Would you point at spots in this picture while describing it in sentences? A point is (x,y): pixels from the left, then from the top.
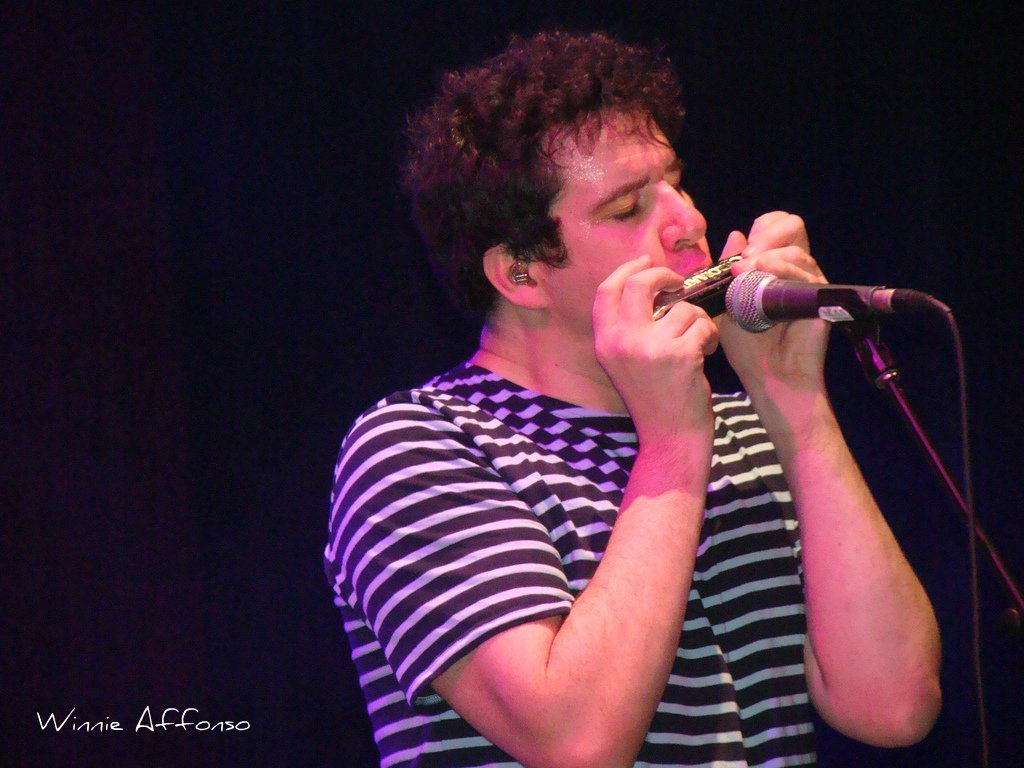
There is a person (572,452) playing mouth organ (674,301). In front of him there is a mic (797,295) and mic stand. On the left corner (132,719) there is a watermark (148,715). In the background (171,333) it is dark.
